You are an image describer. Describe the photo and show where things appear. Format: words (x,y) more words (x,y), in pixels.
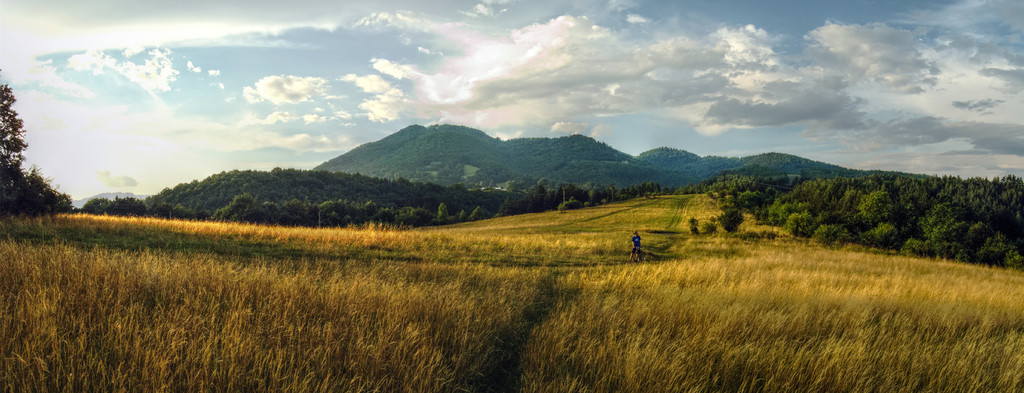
In this image I can see few plants (339,337) which are yellow, brown and green in color, a person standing and few trees (396,204) which are green in color. In the background (749,182) I can see few mountains (575,163), few trees (534,139) on the mountains (554,158) and the sky (399,83).
